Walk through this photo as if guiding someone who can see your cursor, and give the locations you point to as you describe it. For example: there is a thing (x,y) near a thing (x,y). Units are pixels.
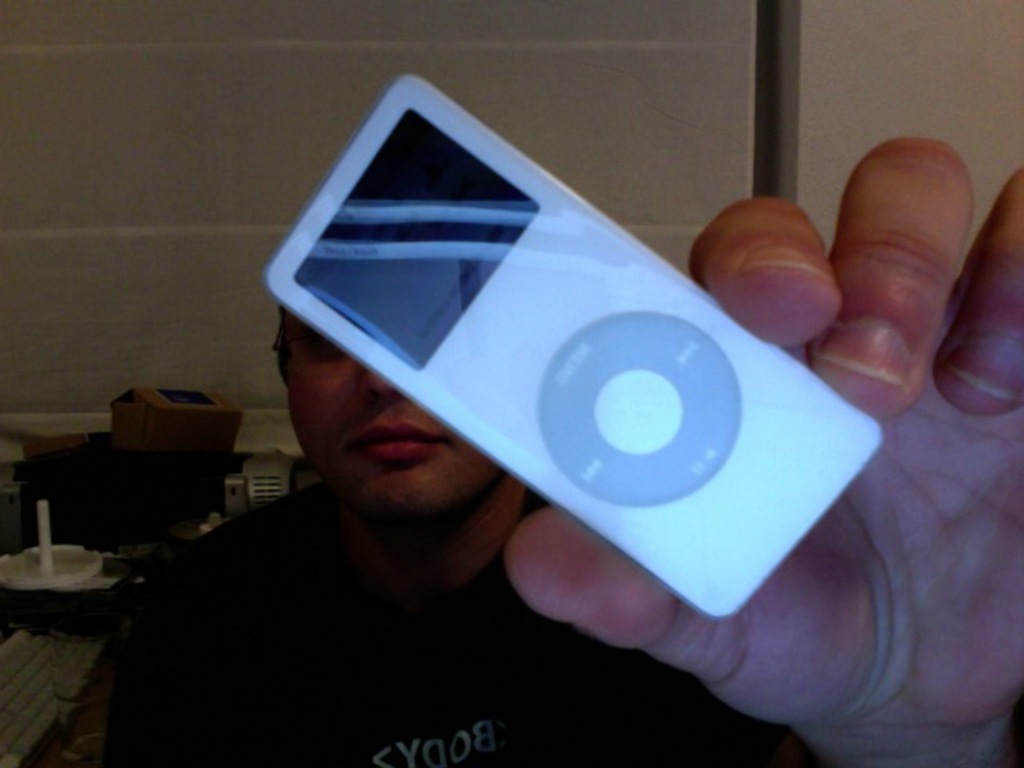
In the foreground of this image (456,649), there is person (449,561) holding an iPod (540,327). In the background (338,8), there seems to be a wall (159,213), cardboard box (149,396) and few objects (246,474) on the table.
